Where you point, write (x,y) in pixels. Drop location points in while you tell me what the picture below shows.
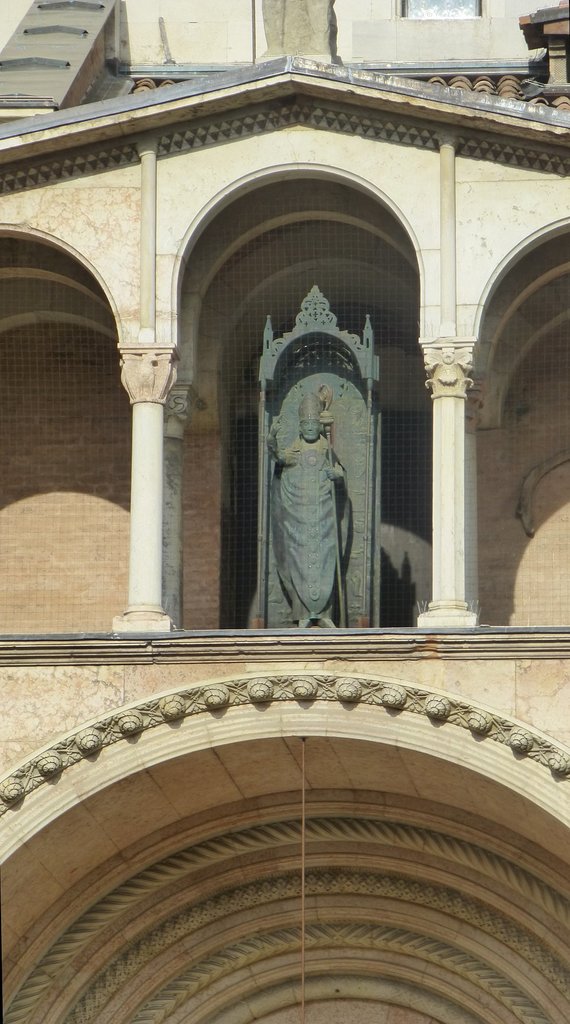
In this image I can see the statue (331,468). In the background (245,228), I can see the wall (104,196).
